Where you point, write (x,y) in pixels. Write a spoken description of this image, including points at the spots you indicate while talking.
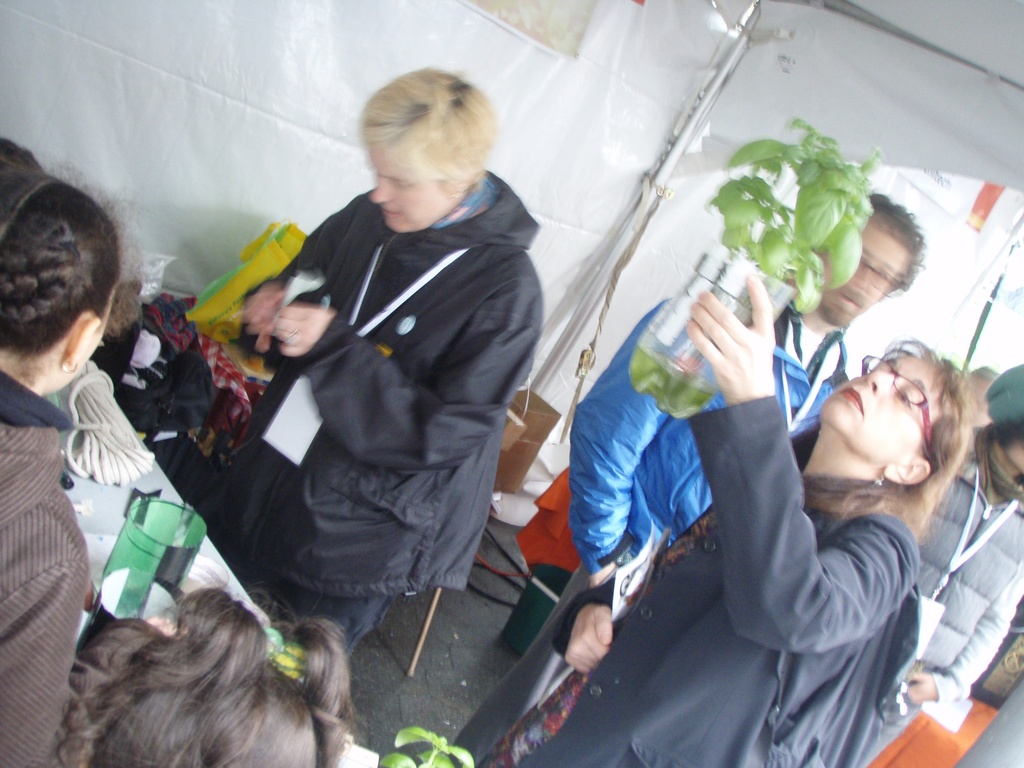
In this image I can see a group of people (380,430) on the floor (454,717), chairs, tables (159,482), bags (176,371), ropes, some objects (547,522), houseplant (837,194) and tent (688,125). This image is taken may be during a day.
